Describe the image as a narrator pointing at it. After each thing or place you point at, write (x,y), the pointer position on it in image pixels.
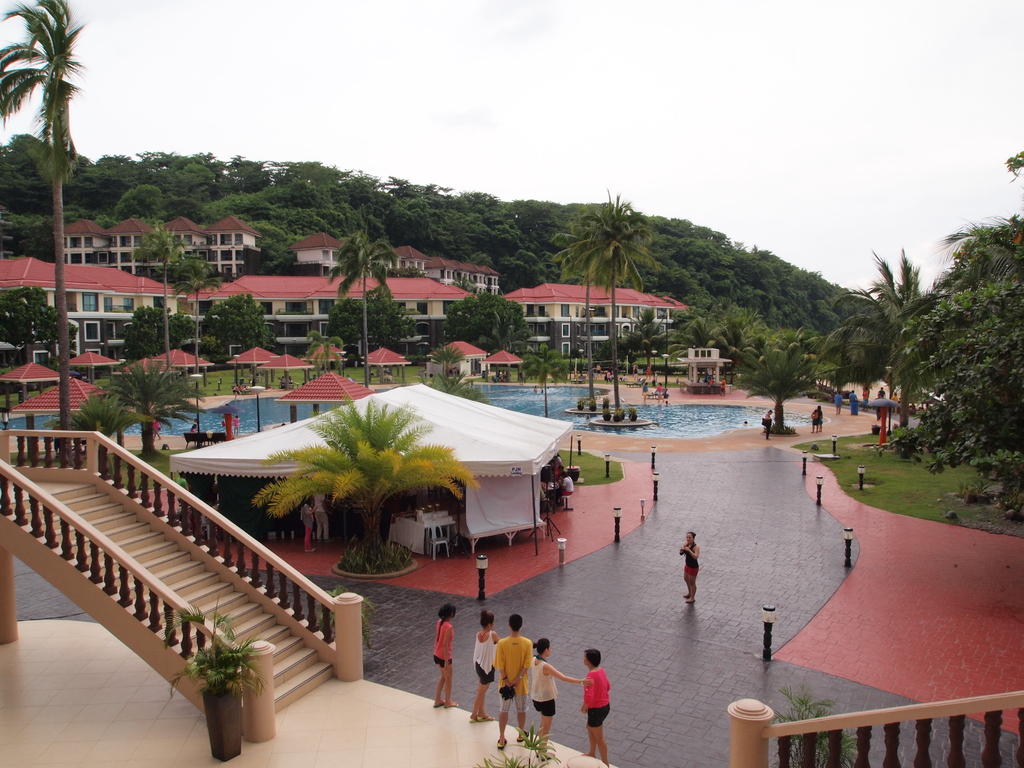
As we can see in the image there are stairs (43,490), trees (304,456), houses (267,299), water (596,418), few people (451,701) here and there and on the top (396,107) there is sky (365,165).
